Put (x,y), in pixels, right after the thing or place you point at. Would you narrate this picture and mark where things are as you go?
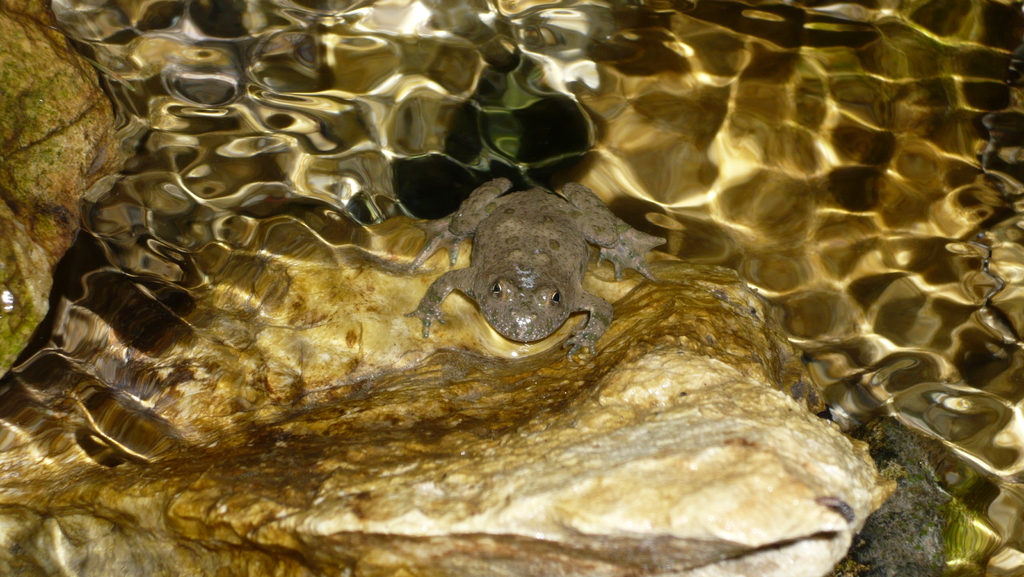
As we can see in the image are rocks (343,415), frog (578,220) and water (572,40).
